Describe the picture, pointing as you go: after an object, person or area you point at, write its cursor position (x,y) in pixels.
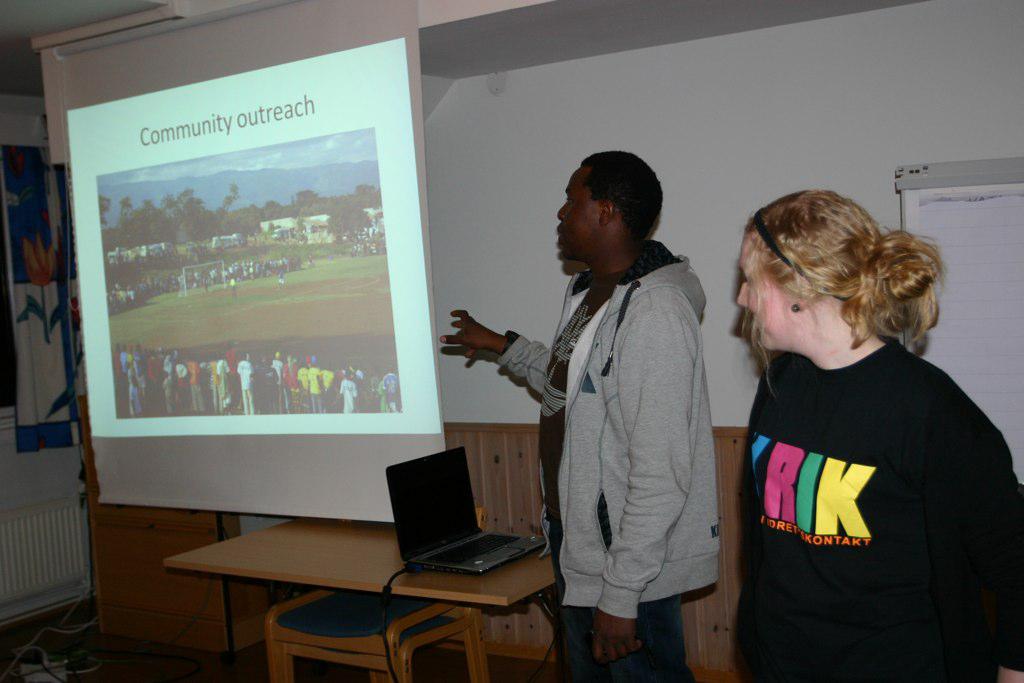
At the right corner of the image (840,447) there is a lady (847,383) with black t-shirt (838,500) is standing. Beside her there is a man (619,401) with grey jacket (600,391) is standing. Behind them there is a wall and a whiteboard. In front of that man (577,617) there is a table (307,556) with a laptop (429,571). Above the table (347,519) there is a screen (190,402). At the left corner of the image (31,376) there is a wall (59,457) with curtain (28,383).
